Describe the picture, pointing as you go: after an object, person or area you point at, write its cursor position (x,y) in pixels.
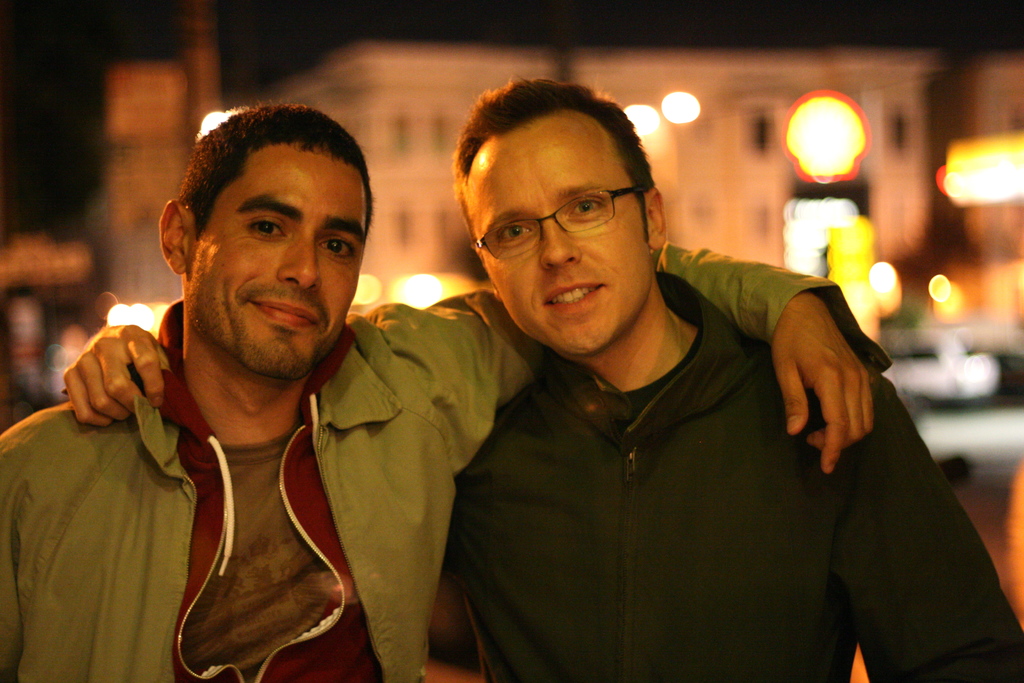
In this picture there are two men (464,407) smiling. In the background of the image (662,103) it is blurry.
